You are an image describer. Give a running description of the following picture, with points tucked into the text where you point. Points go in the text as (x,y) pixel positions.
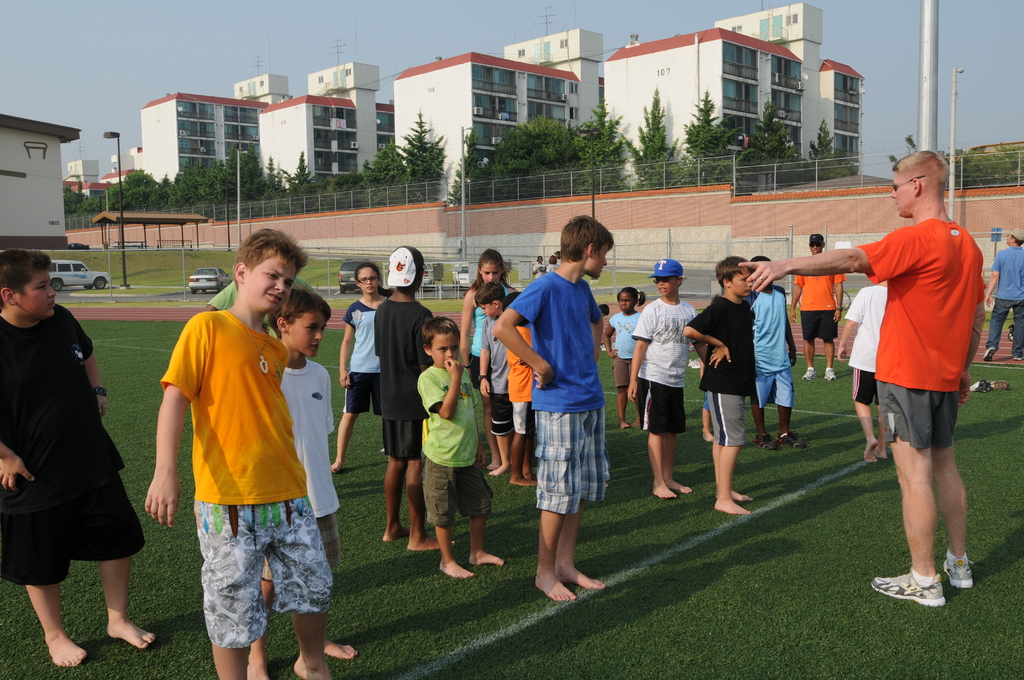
Land (966,486) is covered with grass (523,566). Here we can see people (472,293). Background (577,179) there are buildings (34,155), light poles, trees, vehicles (99,278) and fence (757,178).
